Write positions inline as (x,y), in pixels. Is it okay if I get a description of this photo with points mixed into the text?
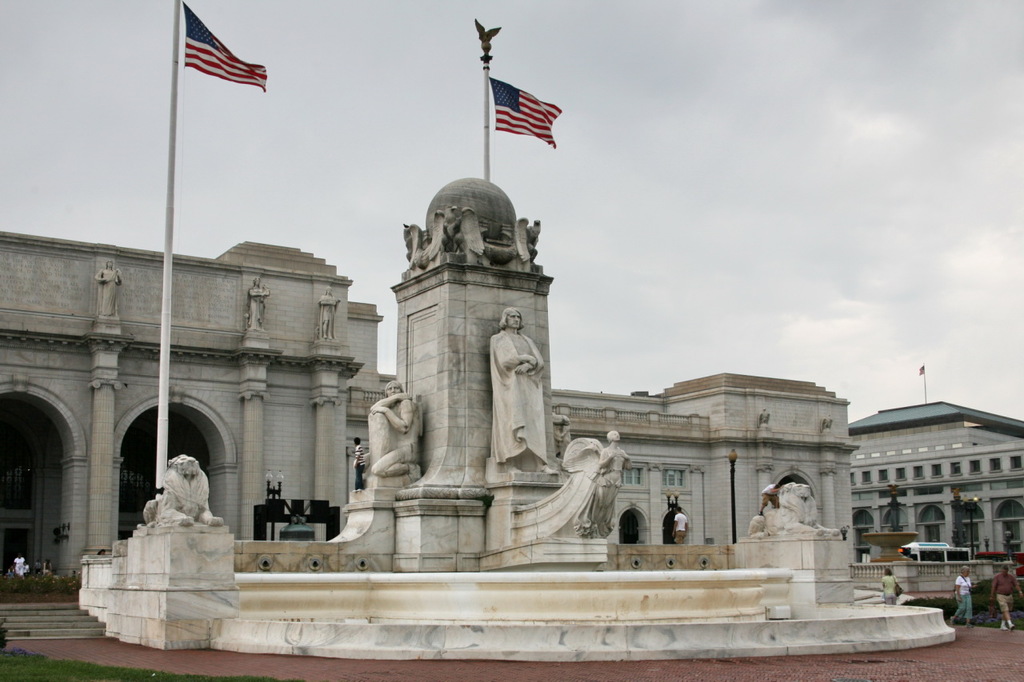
In this picture we can see buildings (829,465) here, on the right side (1002,598) there are two persons (966,572) walking, we can see statues (523,450) here, there are two flags (515,115) here, there is sky (618,102) at the top of the picture (652,100), there is a pole (961,500) and light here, we can also see flag post (158,414) here, at the left bottom (40,673) we can see grass (28,676).
